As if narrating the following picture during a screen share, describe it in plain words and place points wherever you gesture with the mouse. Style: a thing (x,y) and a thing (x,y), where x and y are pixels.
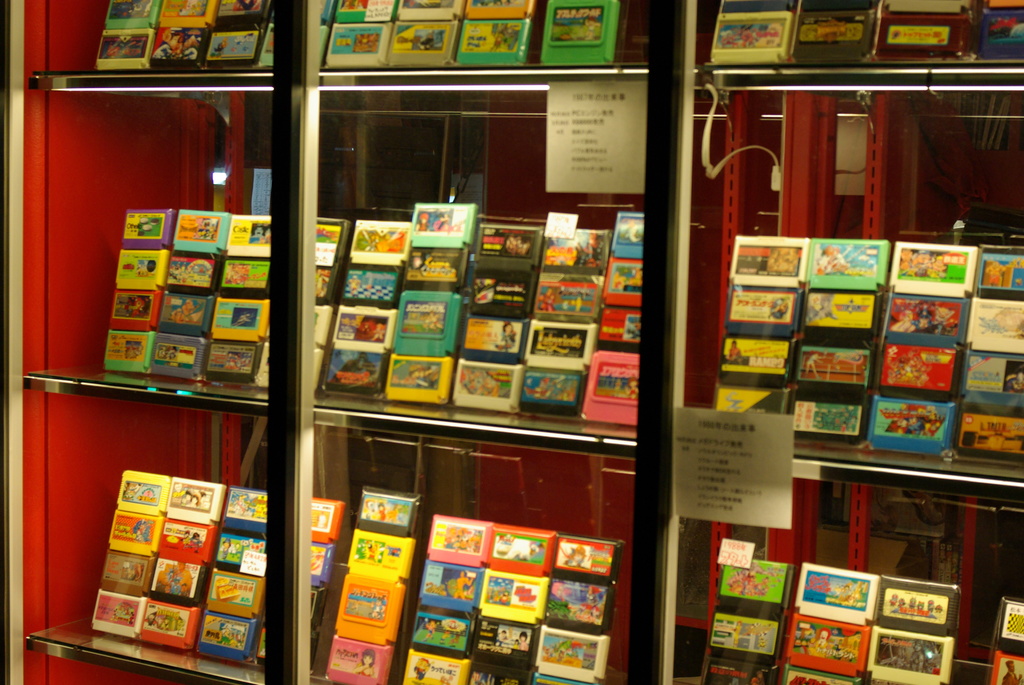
In the center of the image (458,383) there are objects (557,546) arranged in a glass shelf (887,198).
